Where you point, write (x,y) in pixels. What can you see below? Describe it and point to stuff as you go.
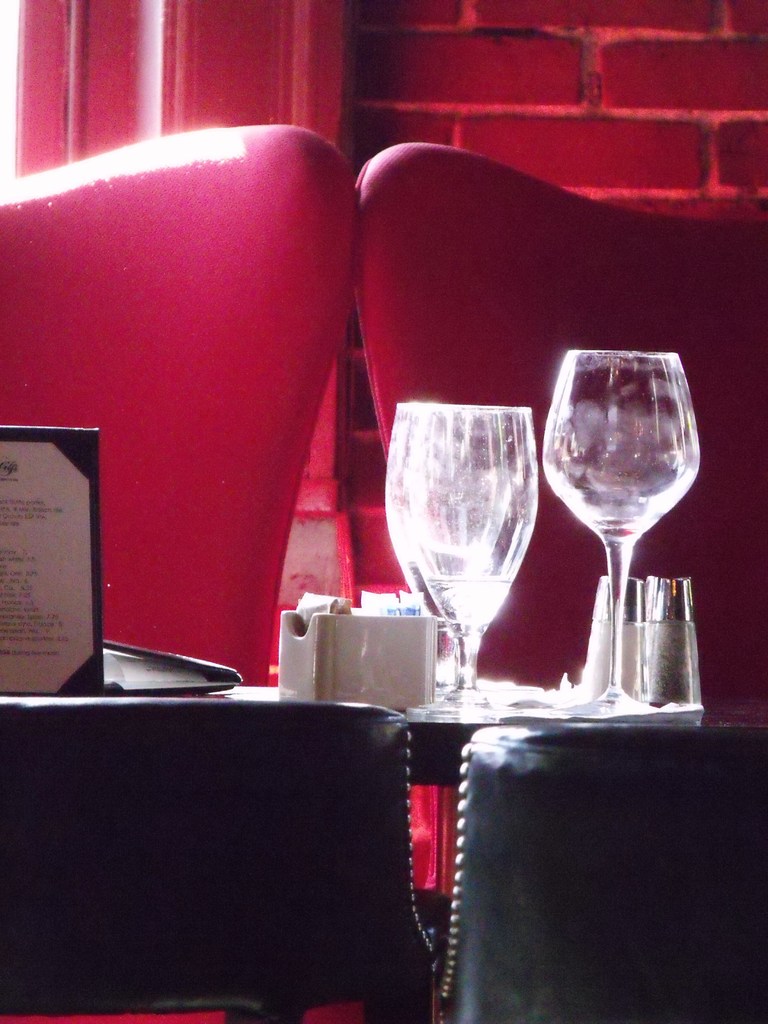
In this picture we can see couple of glasses (551,450), bottles (667,645) and a paper (23,576) on the table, and also we can see couple of chairs (343,259) and a wall (430,140).
